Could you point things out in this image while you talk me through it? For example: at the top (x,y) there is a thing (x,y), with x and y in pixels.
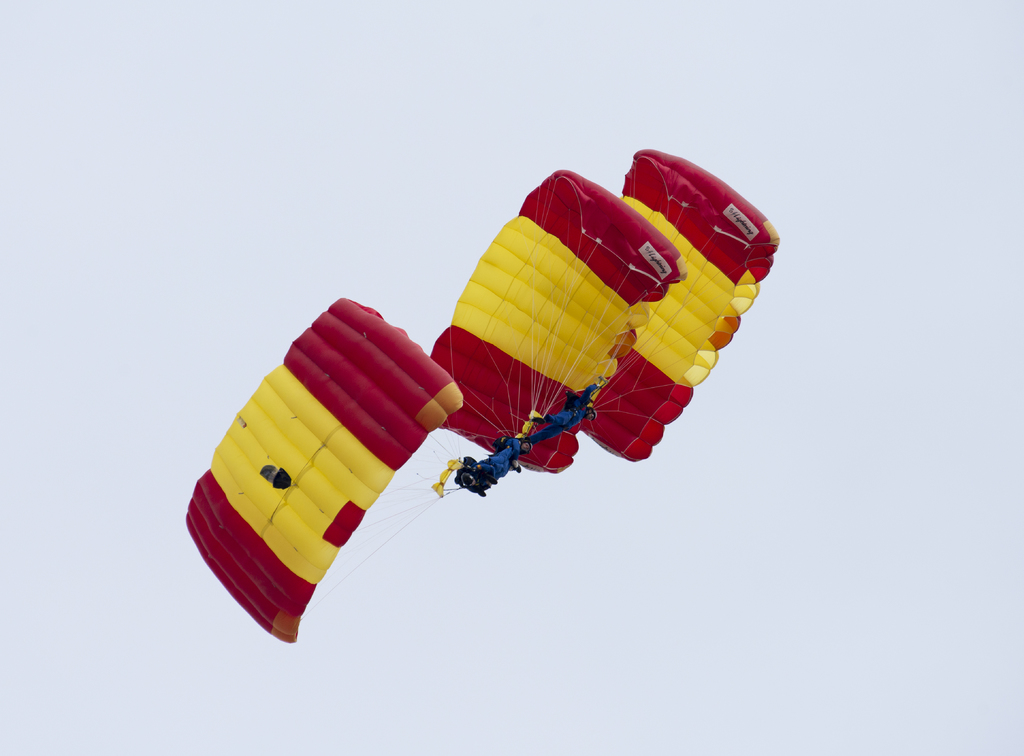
In this image we can see three red and yellow color parachutes (536,336) are flying in the air (788,204). In the background (610,485), we can see the plain sky (915,160).
